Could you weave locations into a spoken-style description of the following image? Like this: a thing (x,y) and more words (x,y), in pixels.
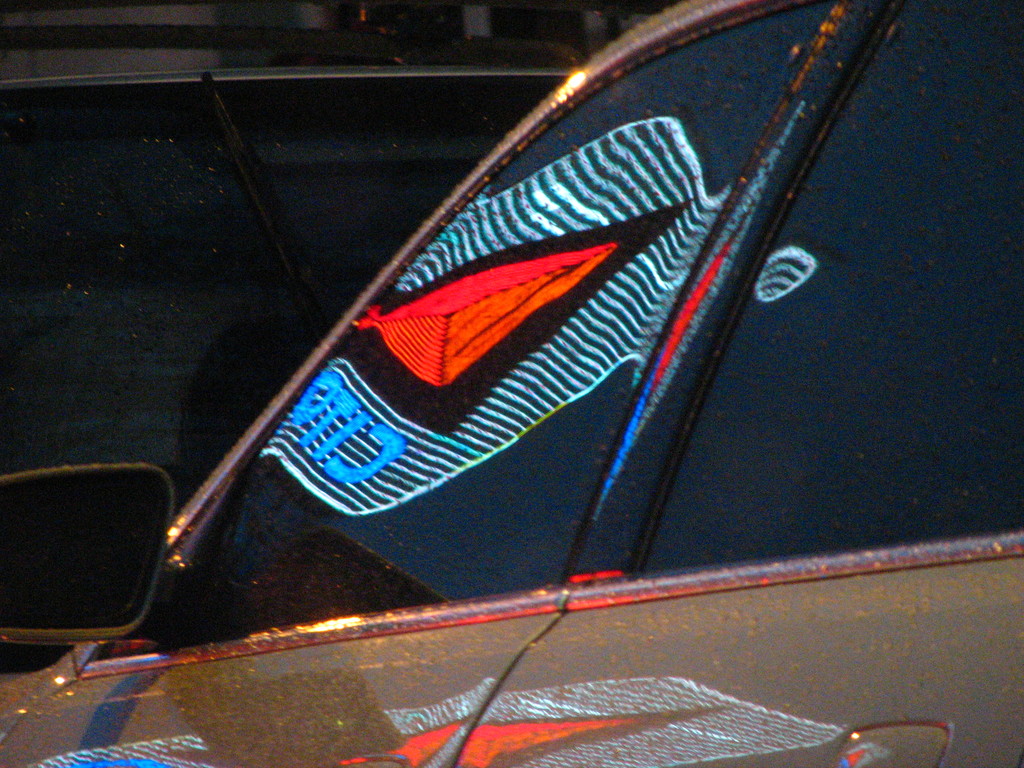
In this image we can see cars (349,341).
